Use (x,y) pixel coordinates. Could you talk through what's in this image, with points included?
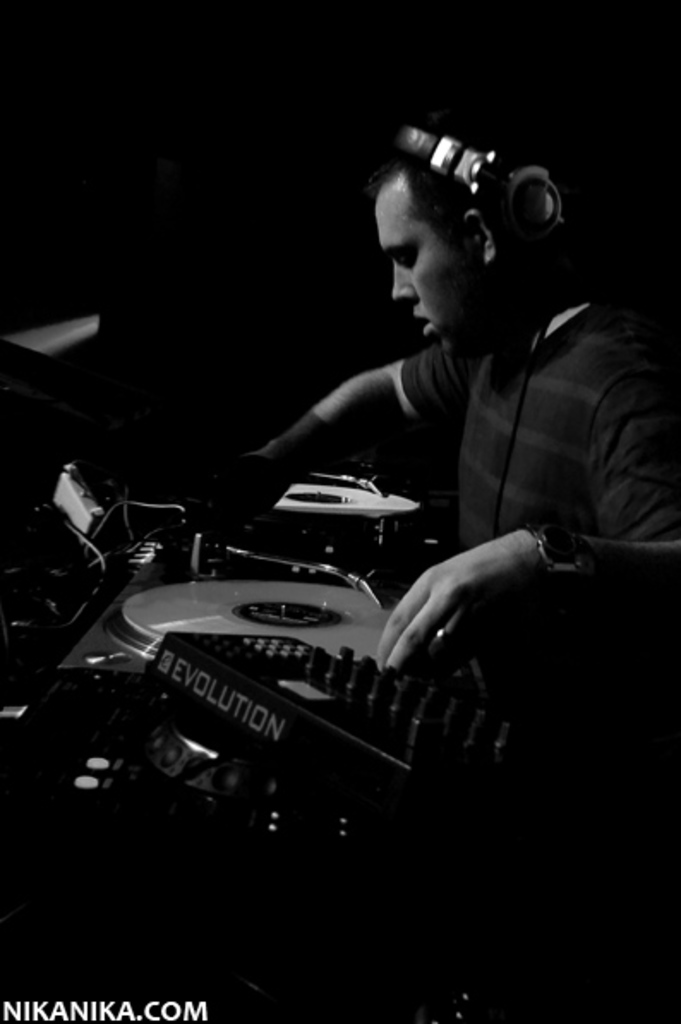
In this image we can see a black and white image. In this image we can see a person (509,527), musical instruments (359,625) and other objects (35,572). In the background of the image (589,3) there is a dark background (680,62). On the image there is a watermark (68,1002).
